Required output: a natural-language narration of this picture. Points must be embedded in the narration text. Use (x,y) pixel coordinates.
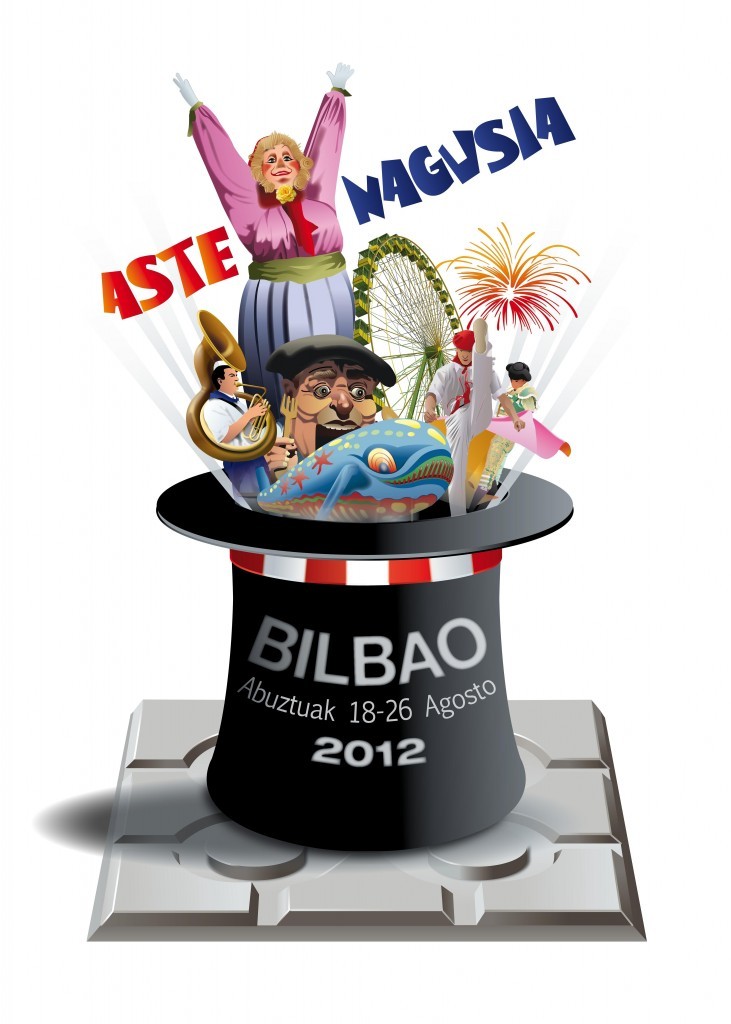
This looks like an animated image. Here is a hat (363,683) with the letters (467,694) on it. I can see few people (283,216), an animal (347,480) and giant wheel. I can see the letter (469,178) on the image.
